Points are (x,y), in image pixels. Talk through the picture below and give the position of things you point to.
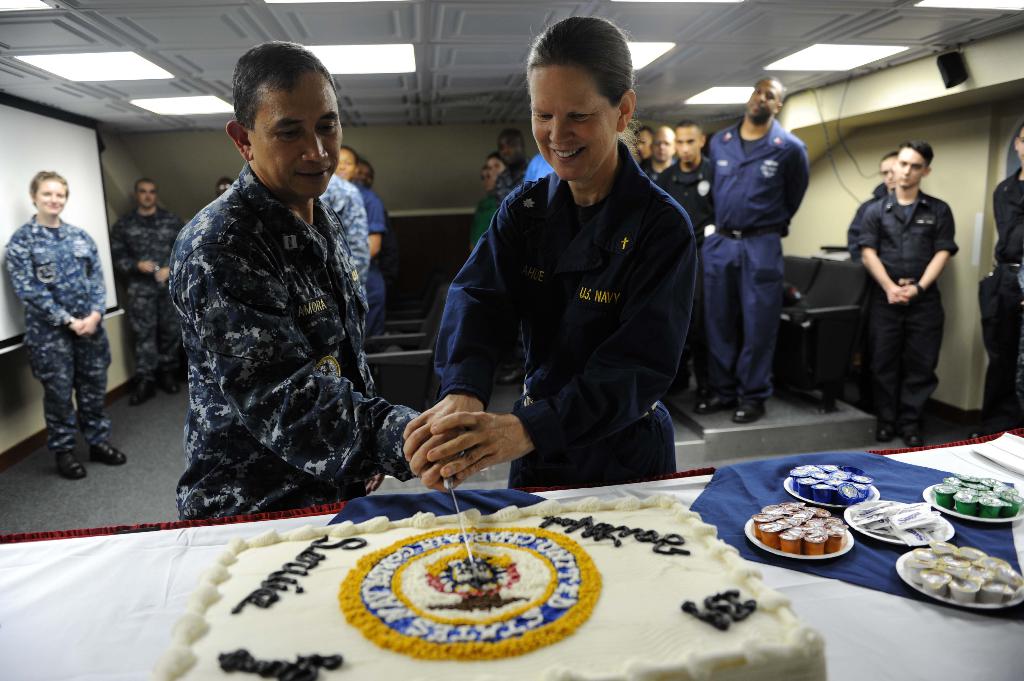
In the center of the image (363,442) we can see a man (315,354) and a lady (555,409) standing and holding a knife (449,481). At the bottom (338,519) there is a table (824,617) and we can see a cake (289,628), chocolates (963,557), plates (850,545), napkins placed on the table (169,565). In the background (721,338) there are people (728,167) standing. They are all wearing uniforms (20,260). On the left (10,110) there is a screen (2,288). At the top (134,80) there are lights (404,54) and we can see a wall (467,192).
